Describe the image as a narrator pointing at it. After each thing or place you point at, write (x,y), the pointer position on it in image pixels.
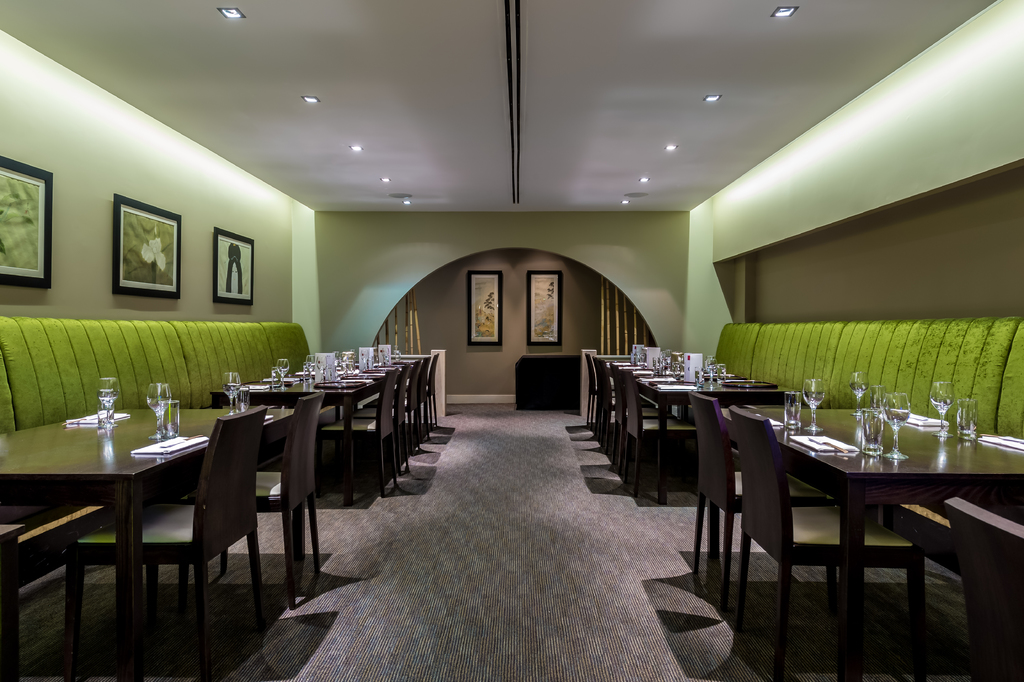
In this image there are couches (889,353), chairs (602,397), tables (332,389), pictures (46,274), ceiling lights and objects (613,313). Pictures (498,335) are on the walls (177,198). On the tables (854,483) there are glasses (669,371) and objects (652,364). Floor (468,585) with carpet (513,527).
